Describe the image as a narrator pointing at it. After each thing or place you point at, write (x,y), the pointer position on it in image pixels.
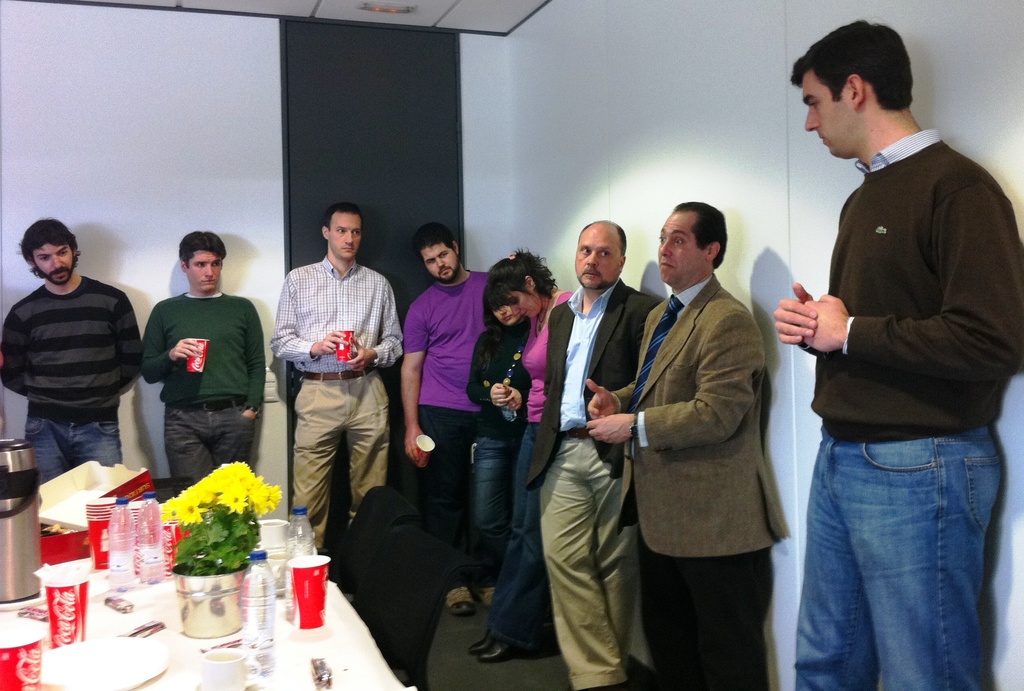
The picture is taken inside a room (333,346). In the middle of the picture (587,451) we can see many people (192,421) standing. Towards left (194,502) there is a table (106,584), on the table (128,596) there are cups (170,554), bottle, flower pot (208,605), flowers (211,492), plant (187,550), pizza box (75,486), cup (100,560), plate (84,666) and various objects (66,572). In the background (522,56) it is wall (122,109) and there is a door (423,126) also. At the top (376,22) it is ceiling (412,22).
